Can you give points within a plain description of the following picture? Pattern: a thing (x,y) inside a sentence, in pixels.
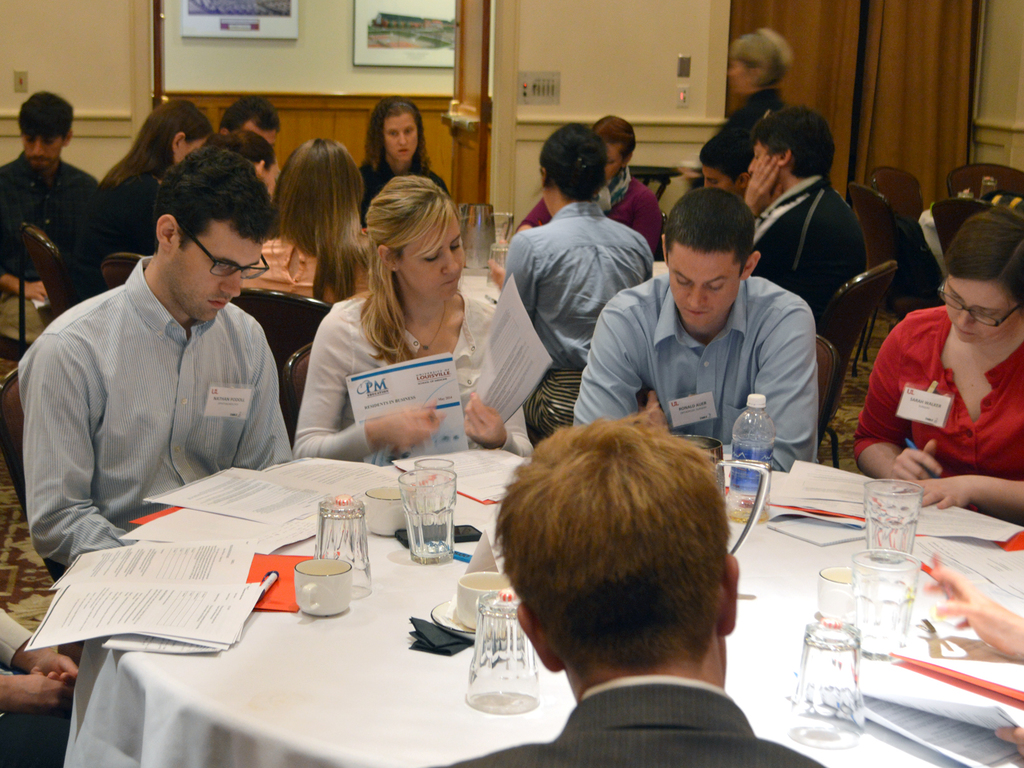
There are people (546,291) sitting on chairs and we can see tables (395,579), on this table (413,581) we can see glasses (352,561), bottle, cup (312,581), papers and objects (428,633). Background (945,37) we can see wall (115,65), board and curtain (880,131).
